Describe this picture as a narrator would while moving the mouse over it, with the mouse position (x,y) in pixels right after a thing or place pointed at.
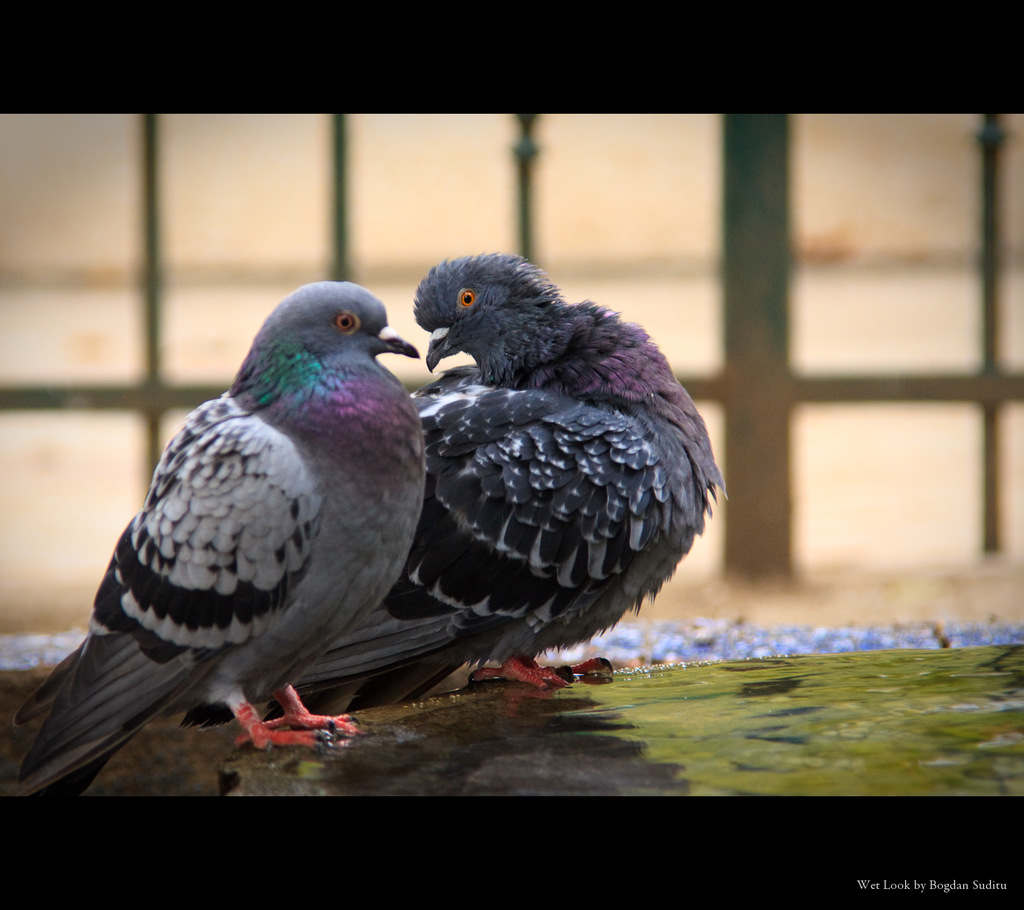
In this picture we can see two doves (531,481) are standing, we can see a blurry background (943,293) we can also see grilles (735,184) in the background (446,231), there is some text (937,882) at the right bottom of the image (993,881).
